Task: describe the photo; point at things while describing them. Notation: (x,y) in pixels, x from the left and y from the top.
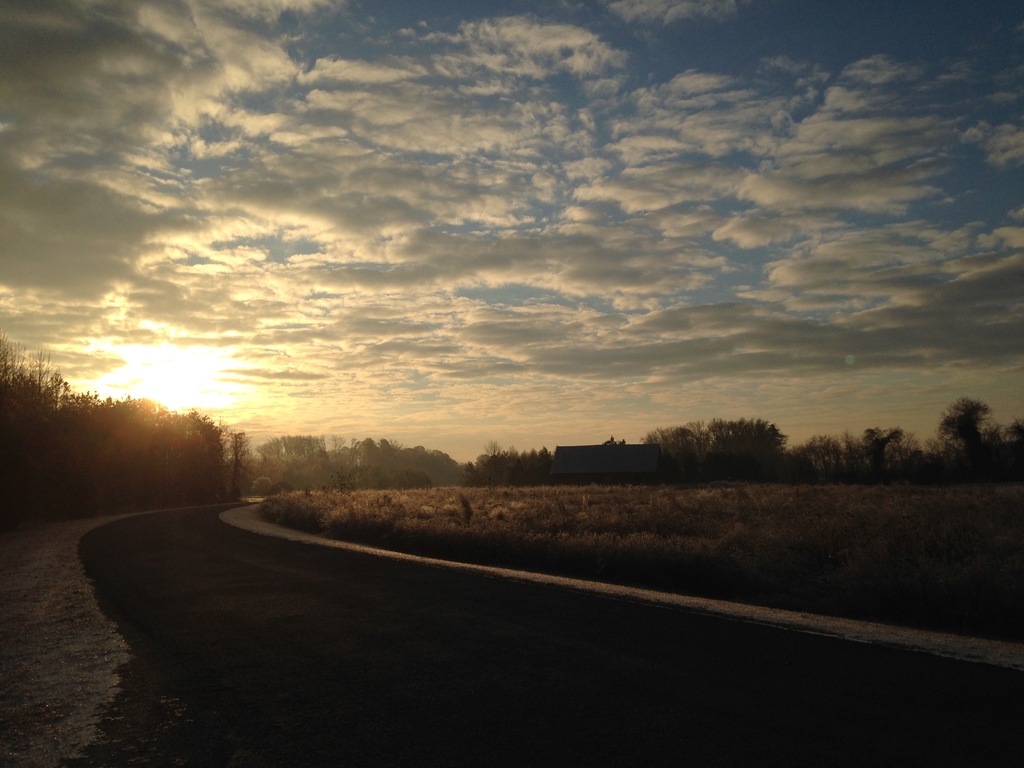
In this image at the bottom (339,618) there is a road (477,579) and some plants (381,515) and in the background (352,481) there are some trees (896,465), and one house (589,465) on the top of the image (619,256) there is sky (882,273).
